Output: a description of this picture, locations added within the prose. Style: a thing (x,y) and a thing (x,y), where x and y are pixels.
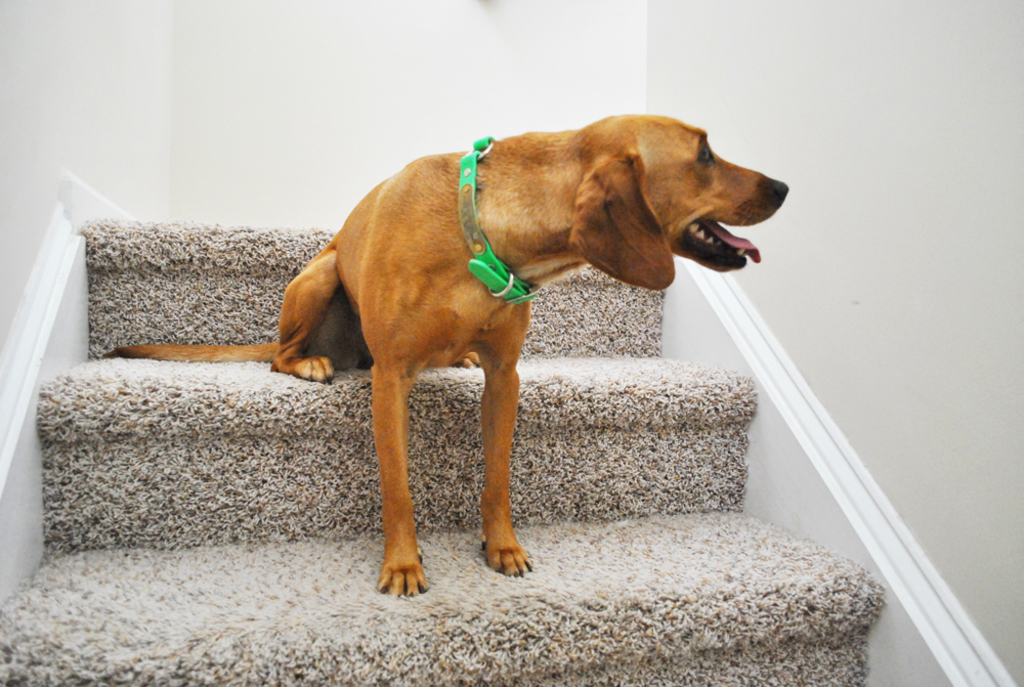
In the foreground of this image (517,264), there is a dog (489,373) sitting on the stairs (311,489) and on the either side and the background (472,60), there is a white wall (471,93).
